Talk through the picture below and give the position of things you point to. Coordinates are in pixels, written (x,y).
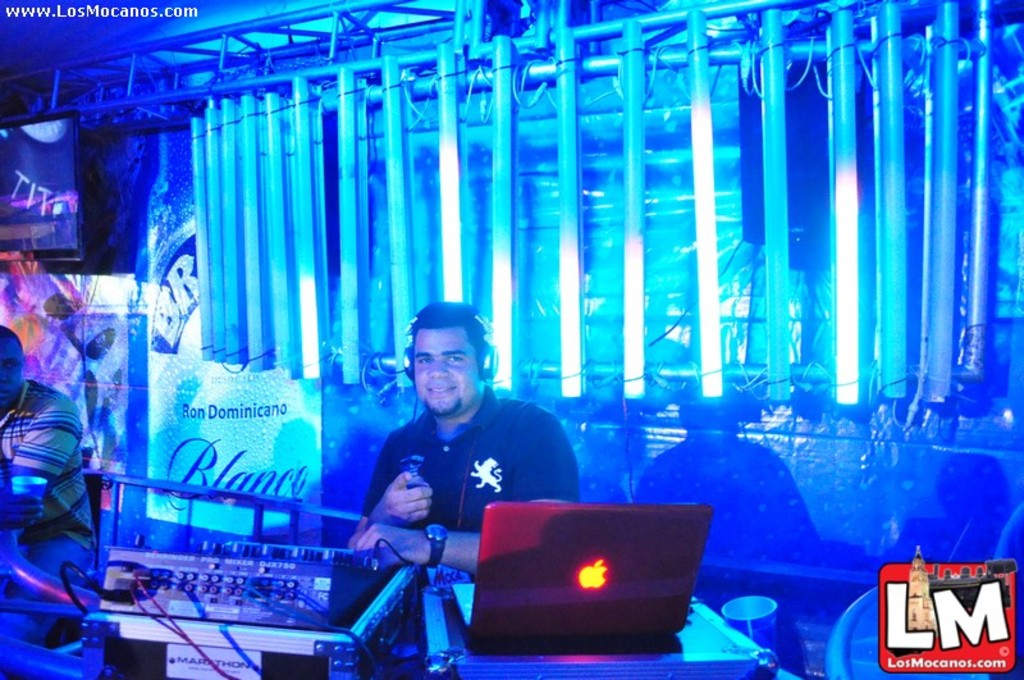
In this image we can see two persons (457,484), a person (464,400) is wearing headphones (487,349) and there is a laptop (519,569) and a music player (248,574) on the tables (687,661) in front of the person (485,473), there is a screen (38,210), few lights (230,216) and a banner (250,443) with text (262,468) in the background (260,454).
